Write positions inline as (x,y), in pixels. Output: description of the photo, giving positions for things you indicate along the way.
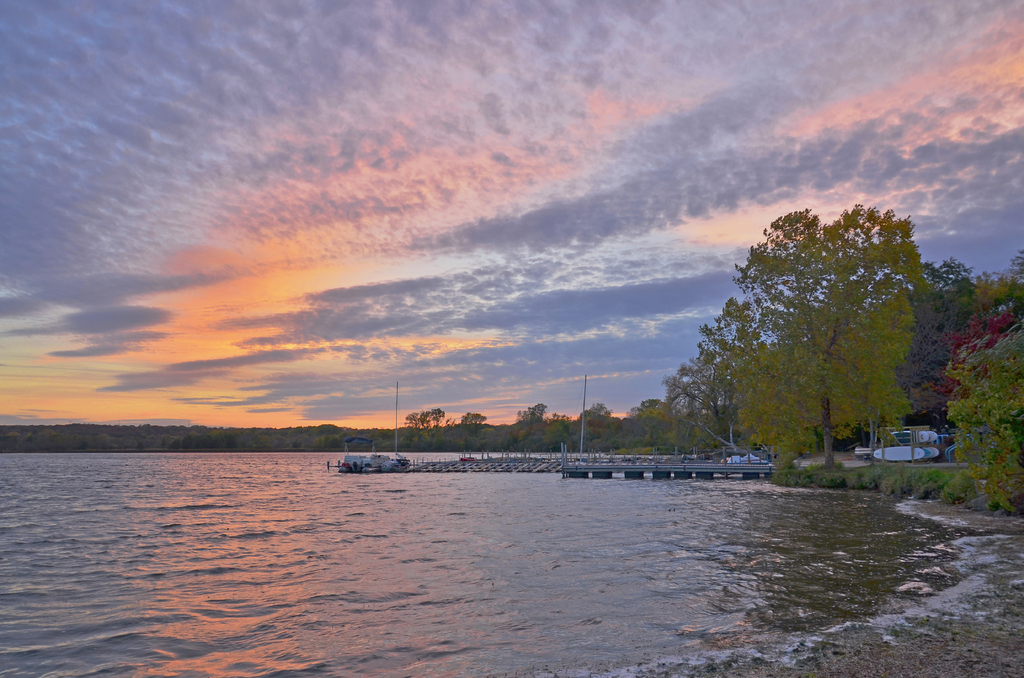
In this picture we can see water (590,539), trees (668,444), poles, sky (531,304) and other things (538,467).
